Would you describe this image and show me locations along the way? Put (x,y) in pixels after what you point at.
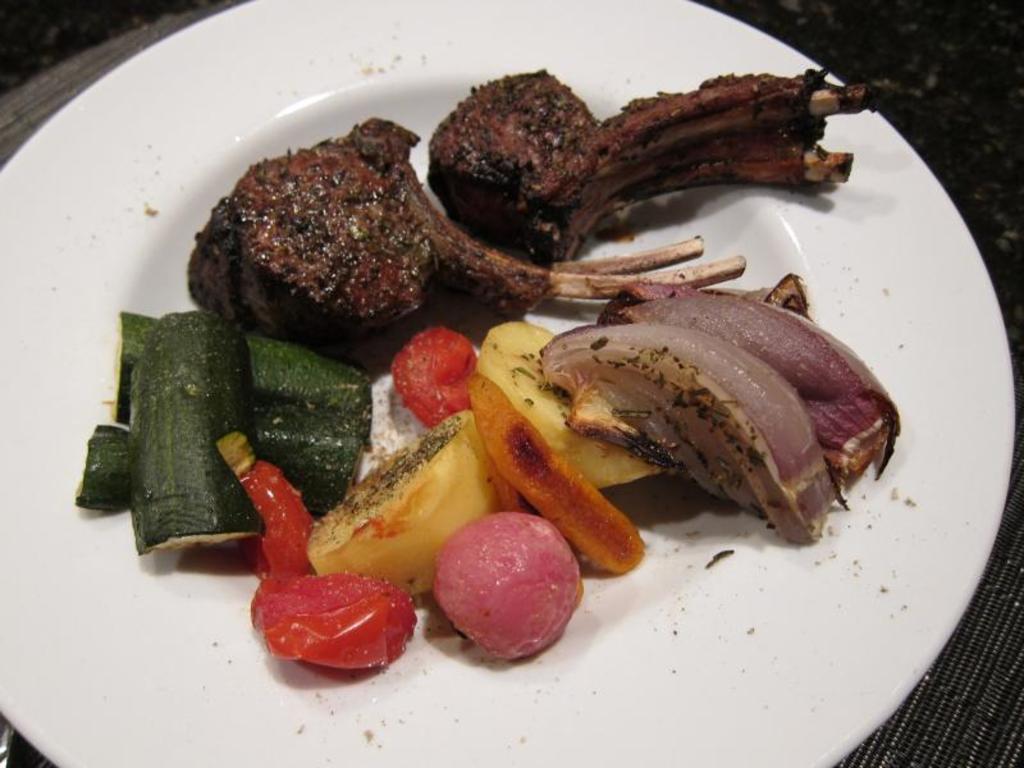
In this image we can see the plate (838,661) of food items (629,559) and the plate (824,588) is placed on the surface (963,681).
